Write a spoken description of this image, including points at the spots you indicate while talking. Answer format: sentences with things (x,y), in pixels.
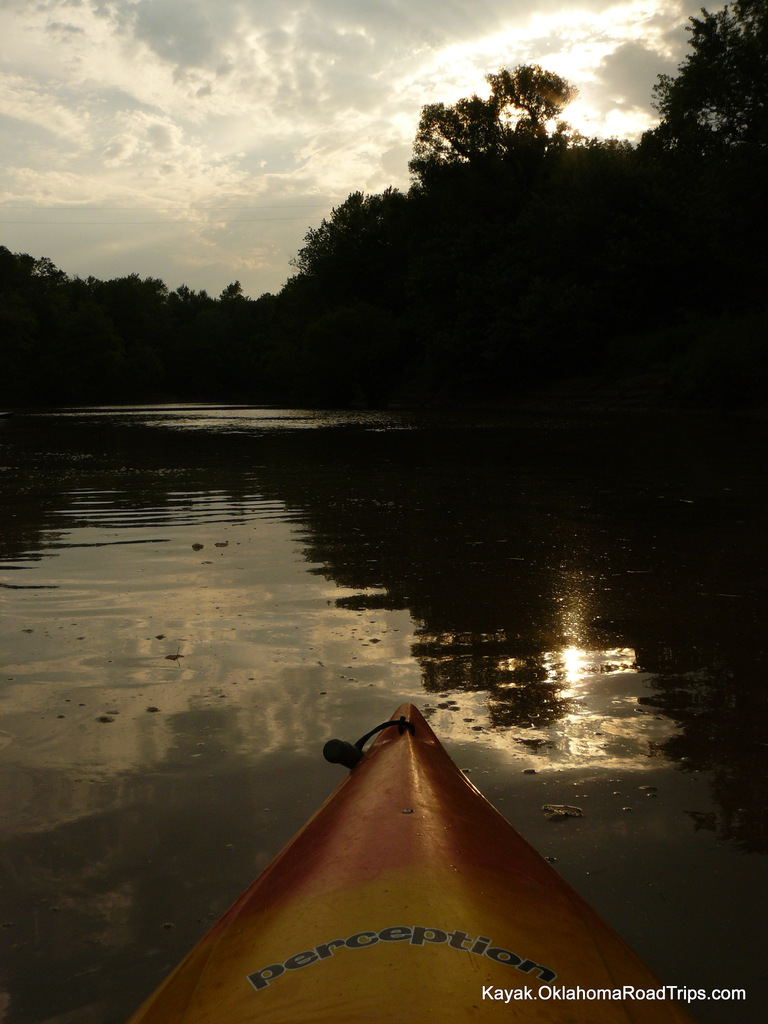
In this picture we can see beautiful view of the nature. In the front (179,608) we can see a river water (596,568) and some trees (623,195) around the river (178,592). Above we can see cloudy sky (212,232).
